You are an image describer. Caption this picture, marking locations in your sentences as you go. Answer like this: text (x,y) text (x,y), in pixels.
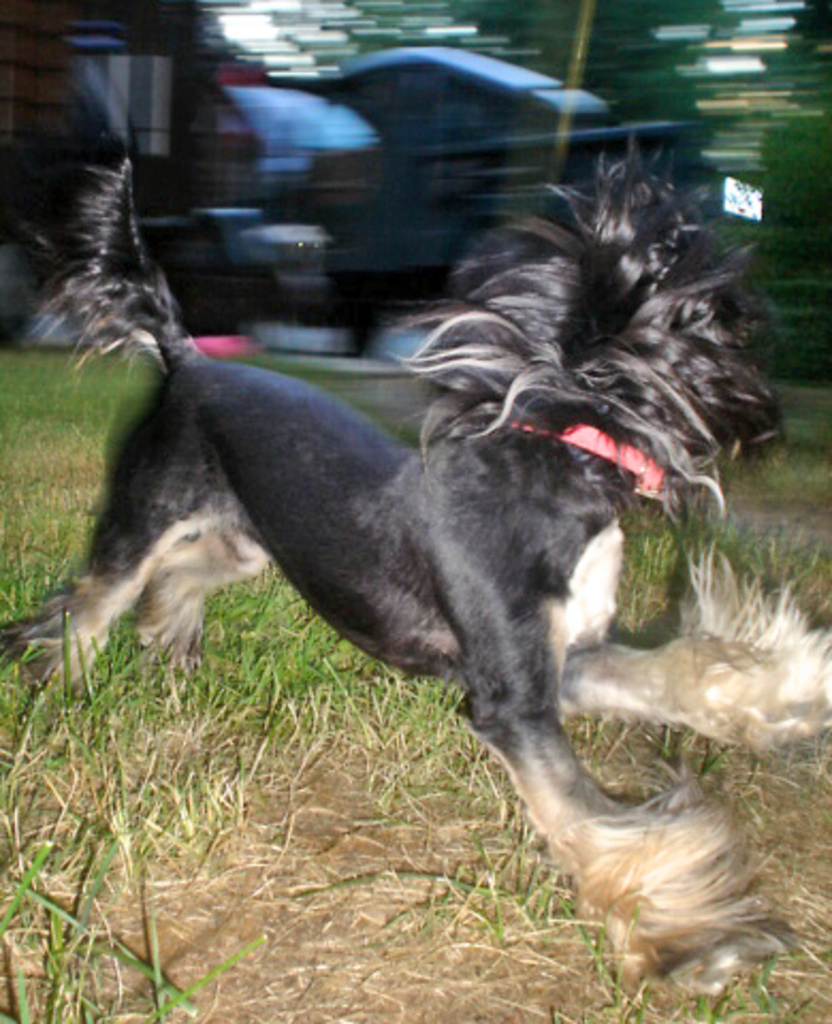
In this image in the front (382,477) there's grass (219,605) on the ground (303,690) and there is an animal (460,540) running and the background (461,107) is blurry.
